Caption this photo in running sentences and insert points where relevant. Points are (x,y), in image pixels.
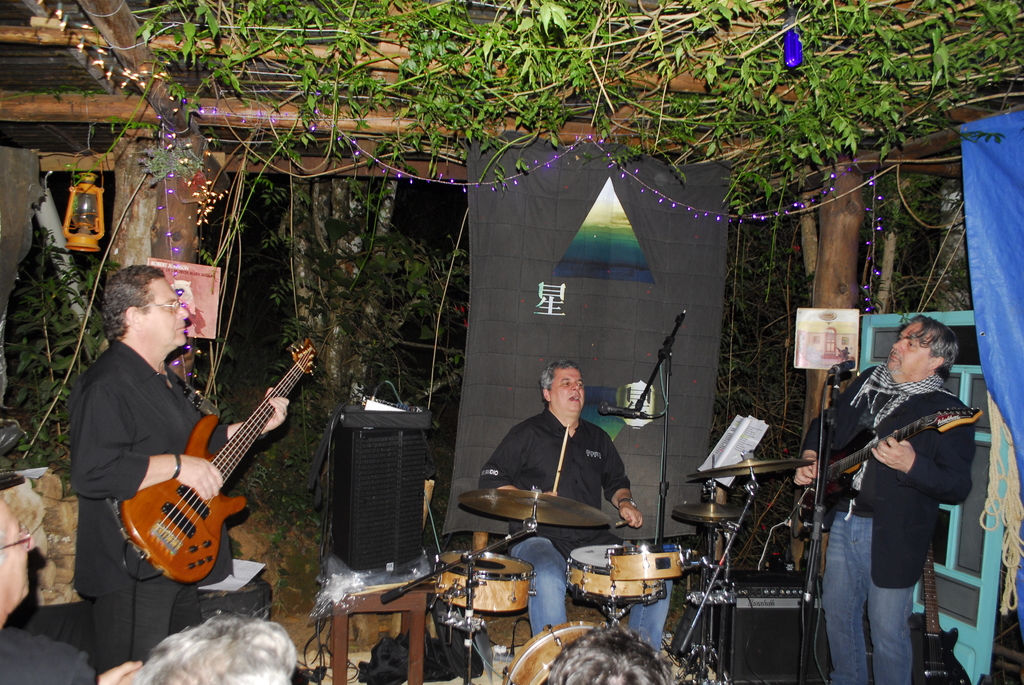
In this image I can see some people (508,472). I can also see some musical instruments (506,587). On the left side (69,216) I can see the lights (126,85). At the top (547,80) I can see the leaves (695,63).
